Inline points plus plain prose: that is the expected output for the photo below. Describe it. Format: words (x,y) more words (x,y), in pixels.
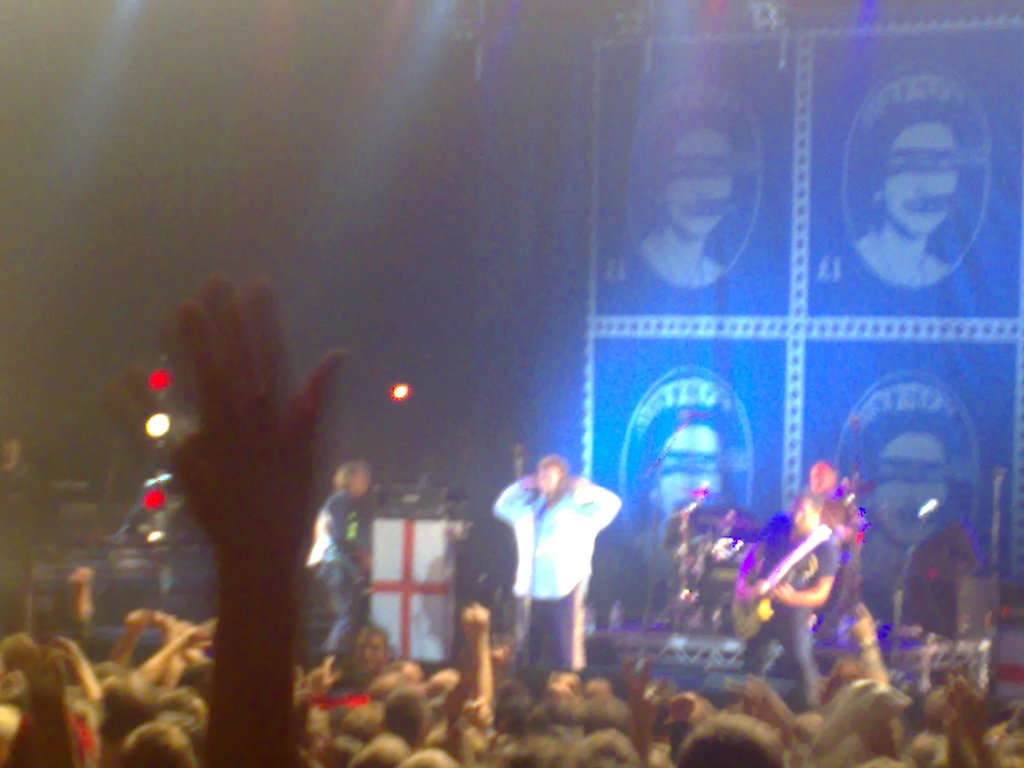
In this image we can see some people (533,482) standing on the stage (823,666). In that a man (810,661) is holding a guitar (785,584). we can also see a group of people (251,700). On the backside (634,254) we can see a banner (629,221).
